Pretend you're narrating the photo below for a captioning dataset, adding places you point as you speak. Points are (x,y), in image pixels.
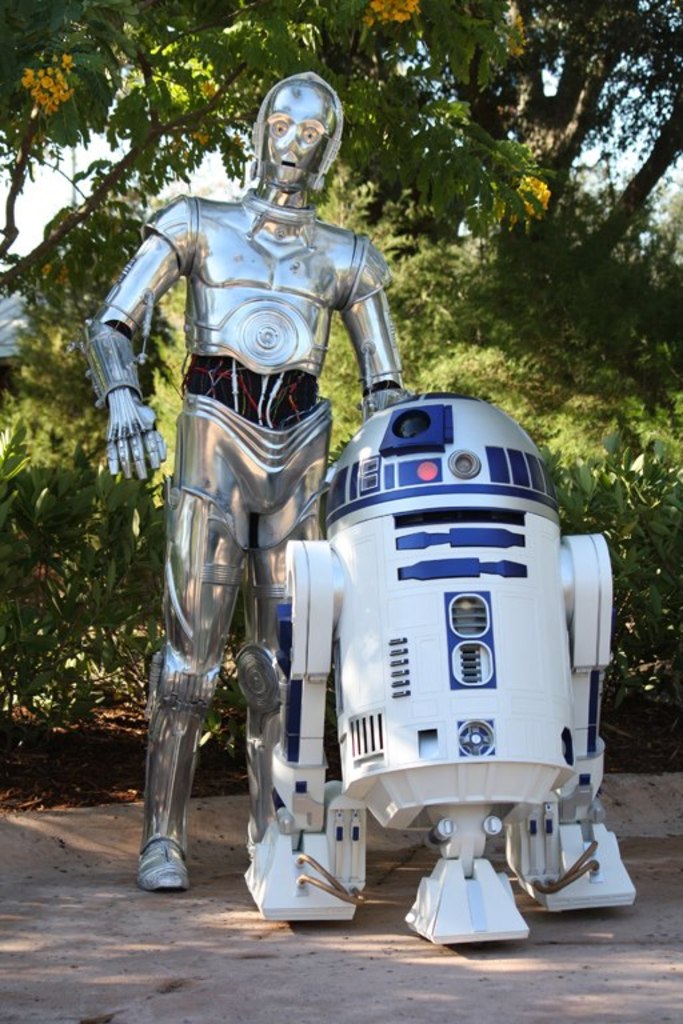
In this picture we can see a robot (275,456) and there is a machine (465,660). This is the road (201,975). And on the background (547,350) there are many trees (590,265), these are the yellow colored flowers (401,13). And there is a sky (52,199).
